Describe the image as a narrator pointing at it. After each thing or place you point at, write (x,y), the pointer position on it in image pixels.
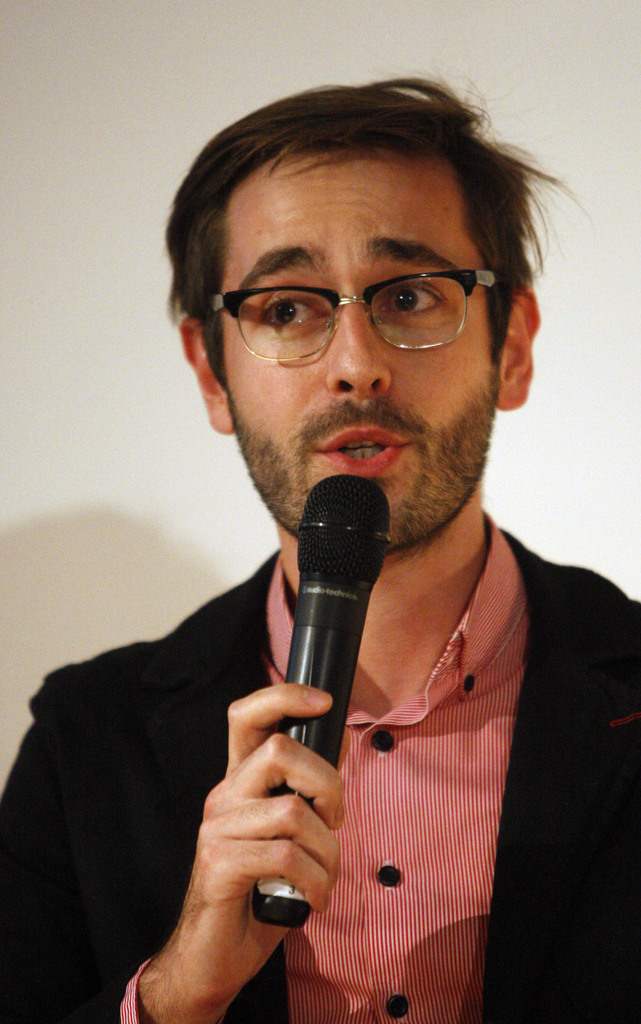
In the image I can see a person (384,356) is holding the mic (372,531).
